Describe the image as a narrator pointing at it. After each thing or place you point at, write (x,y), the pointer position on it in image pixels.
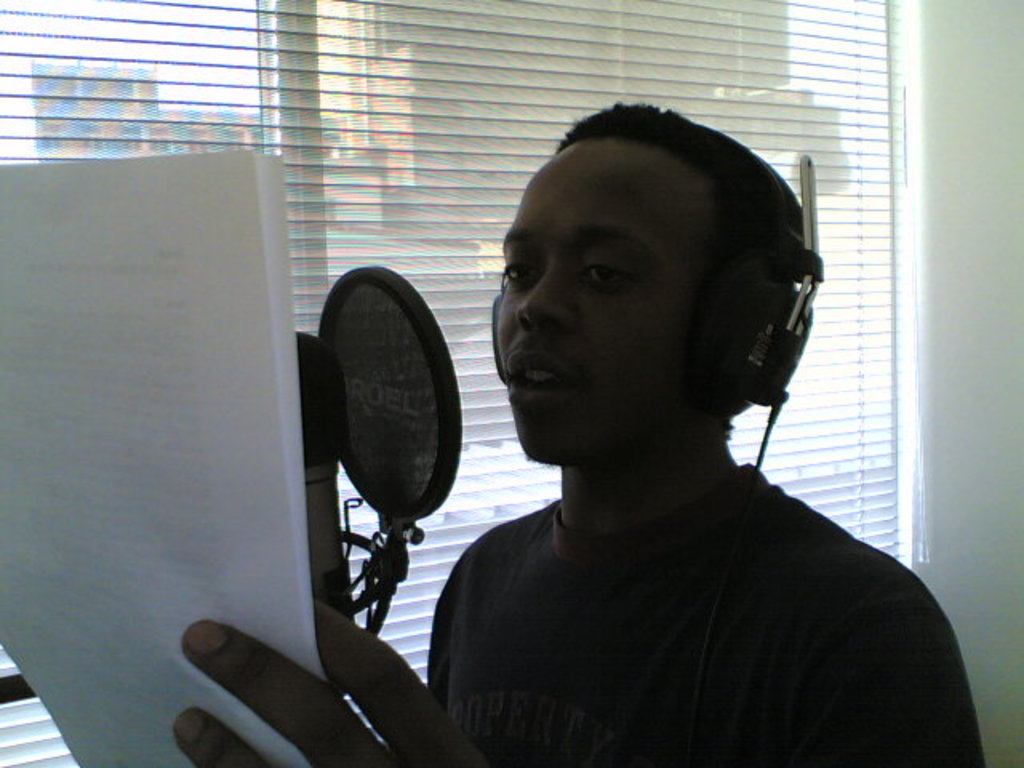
In the foreground of this image (708,492), there is a man (631,565) wearing headset (753,362) and holding a paper (253,528) in front of a microphone net (379,417) and a mic (309,462). In the background (442,131), there is a window blind (594,60) and the wall (924,174).
